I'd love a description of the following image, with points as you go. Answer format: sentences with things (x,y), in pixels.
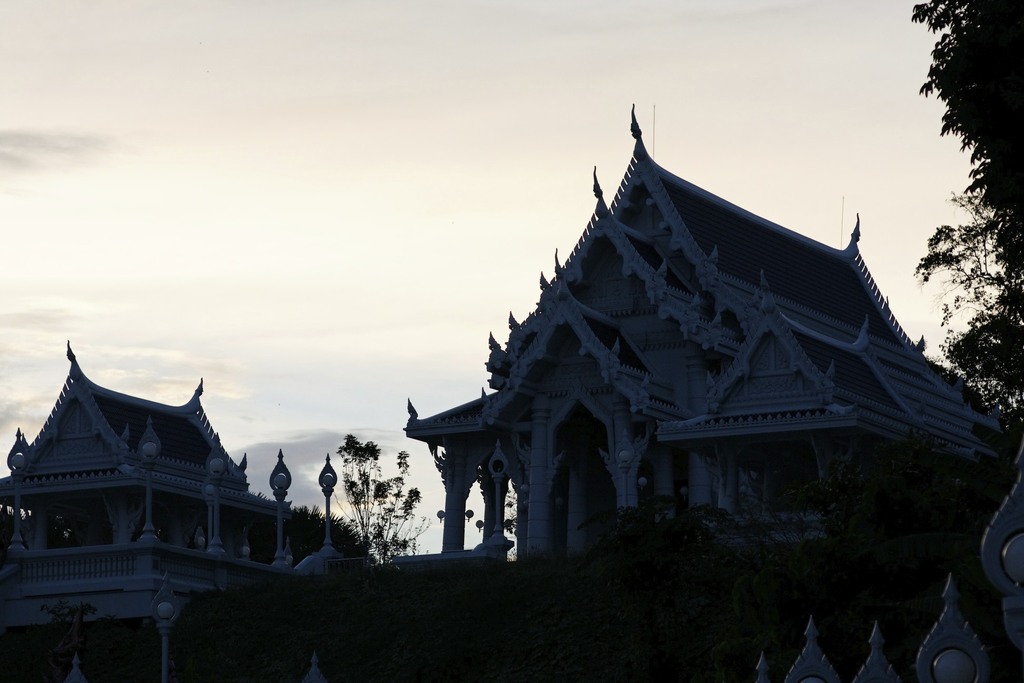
In the picture we can see architecture buildings (593,500) which is dark and we can see trees (1009,333) and in the background (954,328), we can see the sky (944,338) with clouds (936,350).
